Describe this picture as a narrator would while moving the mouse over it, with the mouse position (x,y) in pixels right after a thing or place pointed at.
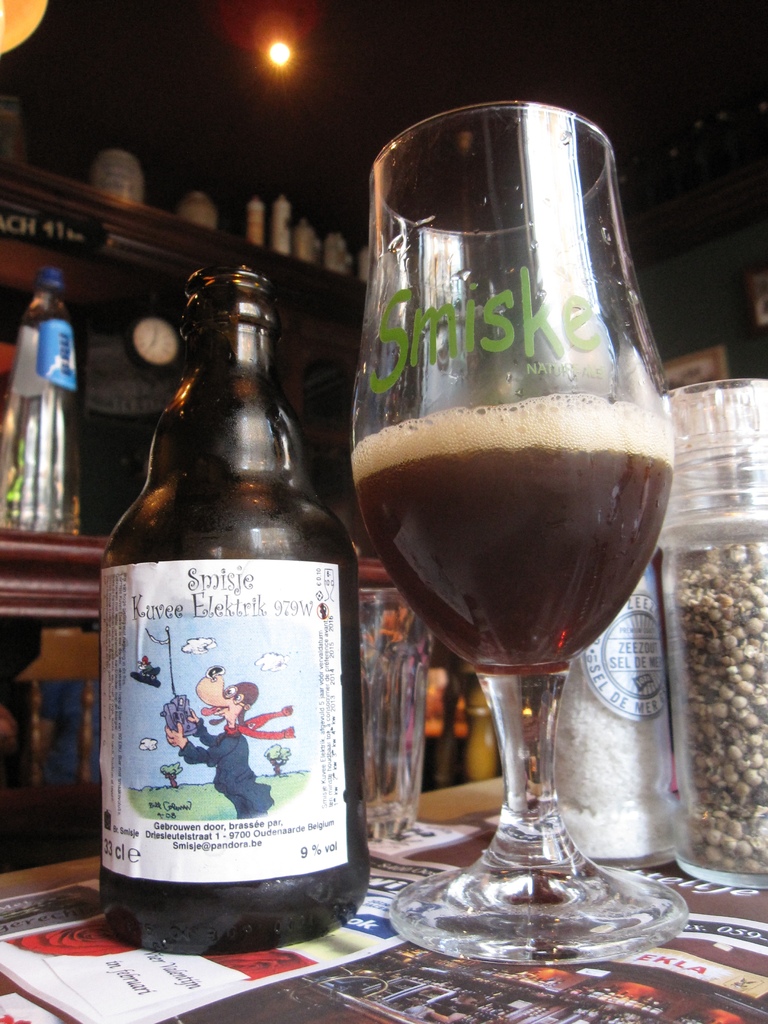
There is a beer bottle (196,816), glass (519,319) on a table (509,1011). In the background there are bottles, light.
